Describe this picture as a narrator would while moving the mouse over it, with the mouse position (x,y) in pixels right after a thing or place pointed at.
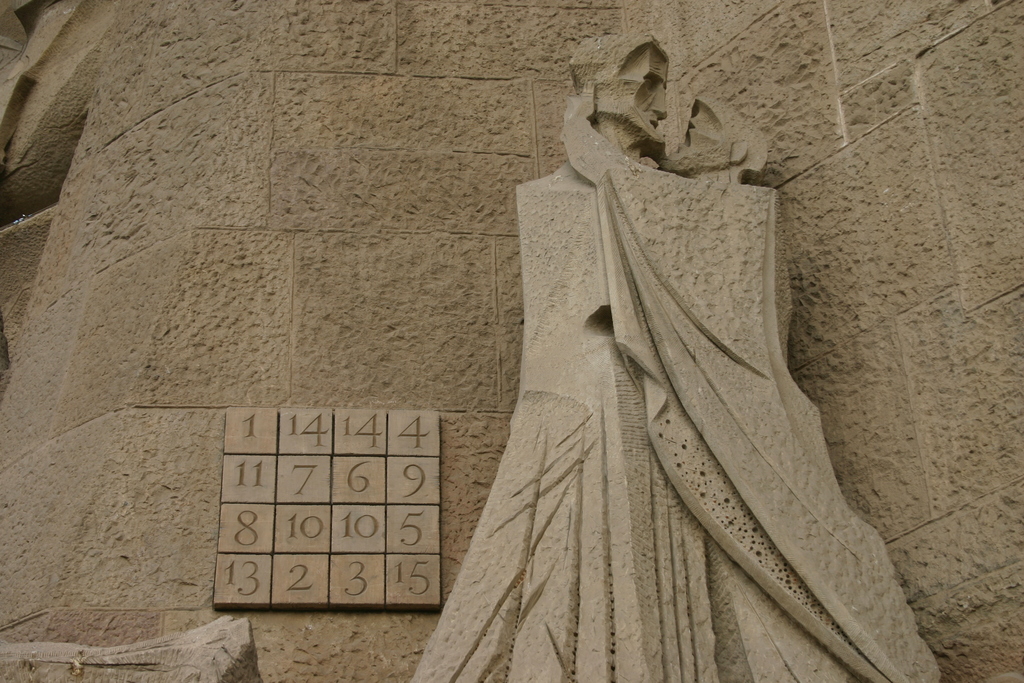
In this picture we can see a statue (577,348), beside the statue (570,255) we can find few numbers (308,428).
